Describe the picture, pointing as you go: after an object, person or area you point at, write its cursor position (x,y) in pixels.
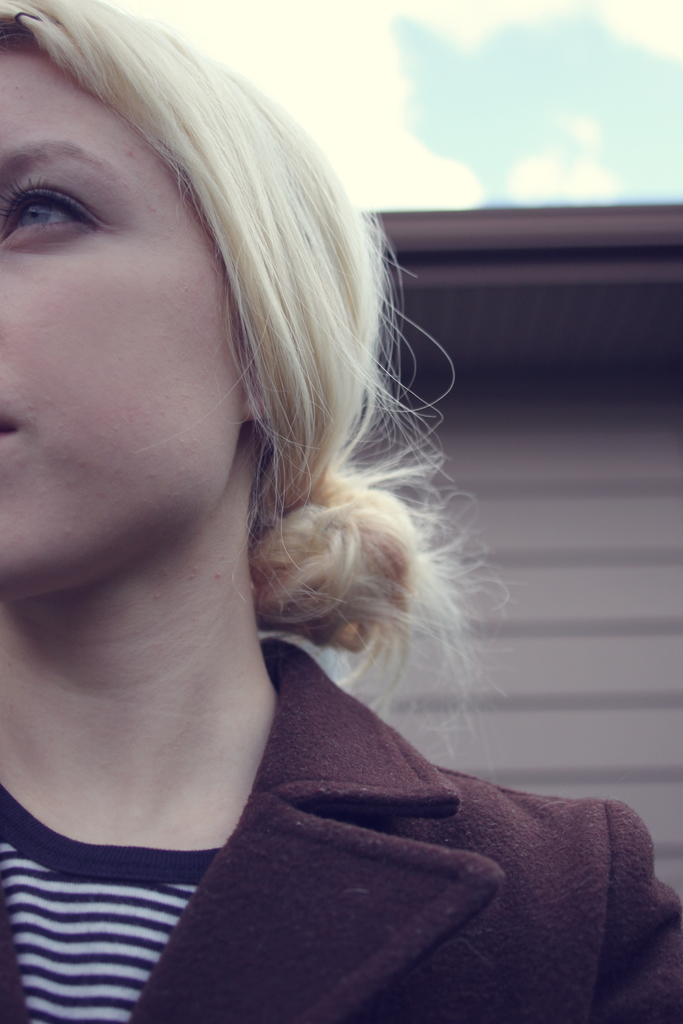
In this image on the left side (169,684) I can see a woman (298,624). In the background (536,593), I can see the wall (561,484) and clouds (421,161) in the sky (499,83).
